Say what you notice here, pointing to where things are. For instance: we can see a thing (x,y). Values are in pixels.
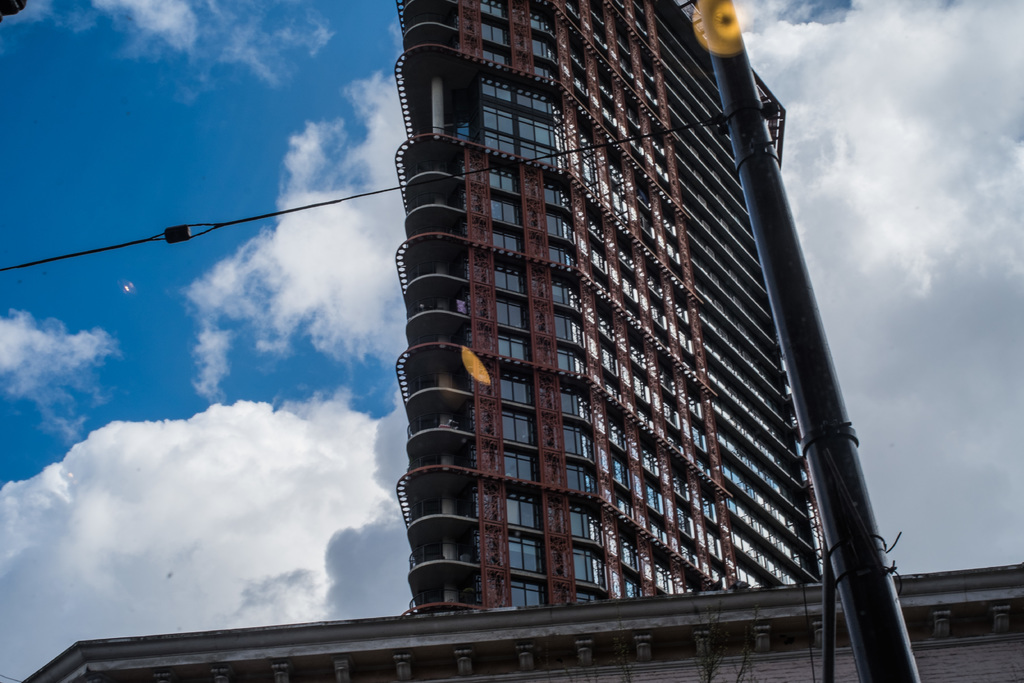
In this image I can see in the middle (584,380) there is a big building (608,324) with glass walls (579,396). At the top (248,75) it is the cloudy sky (252,331).
